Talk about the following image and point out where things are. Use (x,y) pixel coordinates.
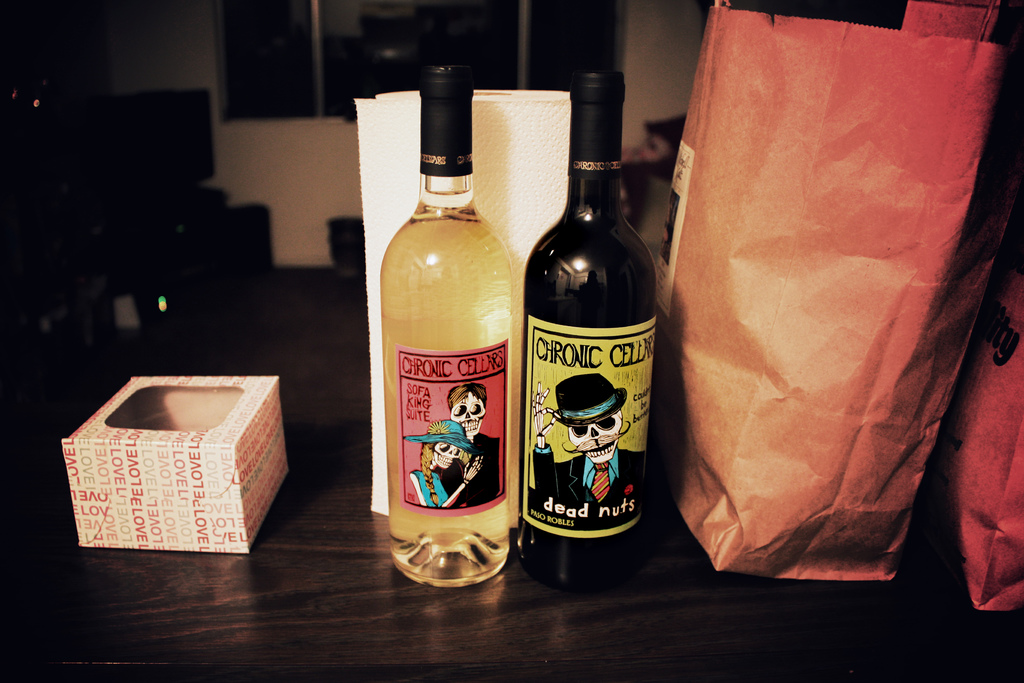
Two glass bottles (506,446) and one box (215,517) and one cover (795,430), on the bottles (560,425) there is a sticker (597,471) where skeleton (591,460) is present on them. It is sealed with caps (440,137), behind the bottles (456,132) there's a window (248,17) and a wall (128,62) and some furniture (132,227).
